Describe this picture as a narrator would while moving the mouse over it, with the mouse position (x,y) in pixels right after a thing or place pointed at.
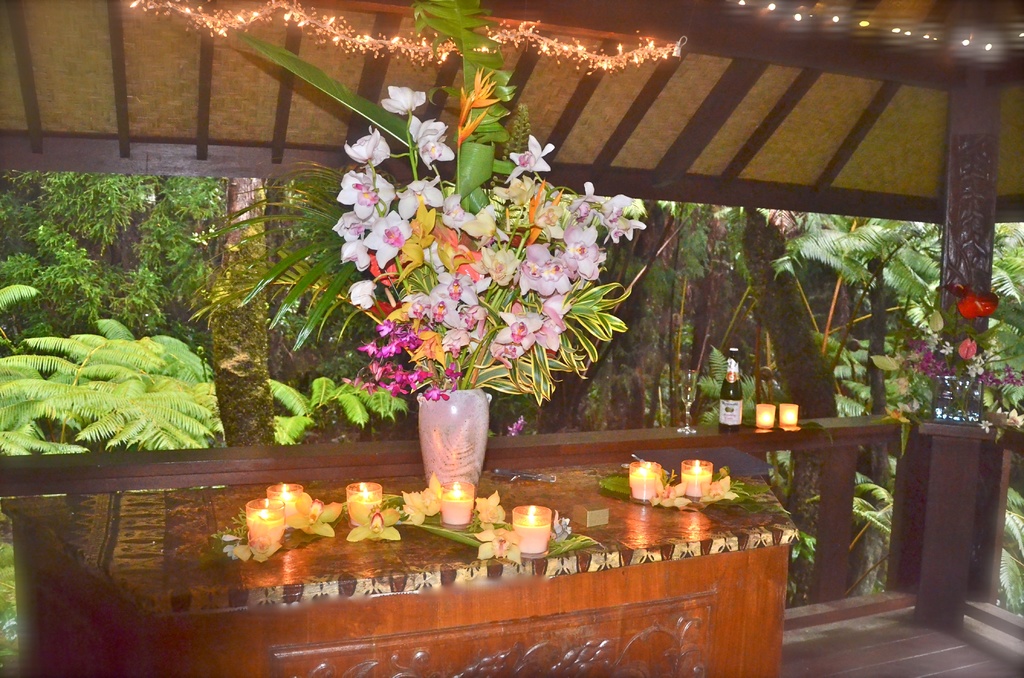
In the foreground of the picture (380,503) there is a desk (736,566), on the desk (336,498) there are candles (634,496), leaves (732,489) and flowers (453,326). To the right (950,384) there is a flower vase (947,418), a bottle (737,391) and candles (769,406). In the background (750,327) there are trees (248,281) On the top (245,63) it is a roof (570,18) and there are lights (646,44). There is a railing (590,454) in the center of the picture (583,443).
